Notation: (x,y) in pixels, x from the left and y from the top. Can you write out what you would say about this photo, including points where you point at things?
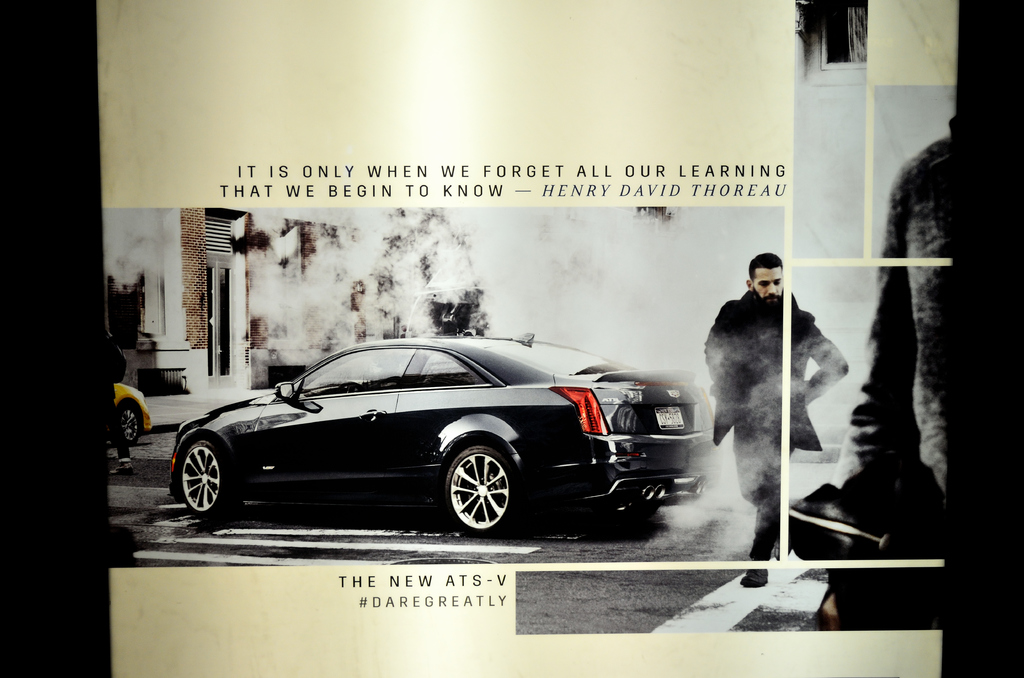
It is an edited image. In this image there are cars (510,479) on the road (606,533). On the right side of the image (870,408) there are two people (740,413). In the background of the image (170,305) there is a building (298,265) and there is some text (465,578) written on the image.
